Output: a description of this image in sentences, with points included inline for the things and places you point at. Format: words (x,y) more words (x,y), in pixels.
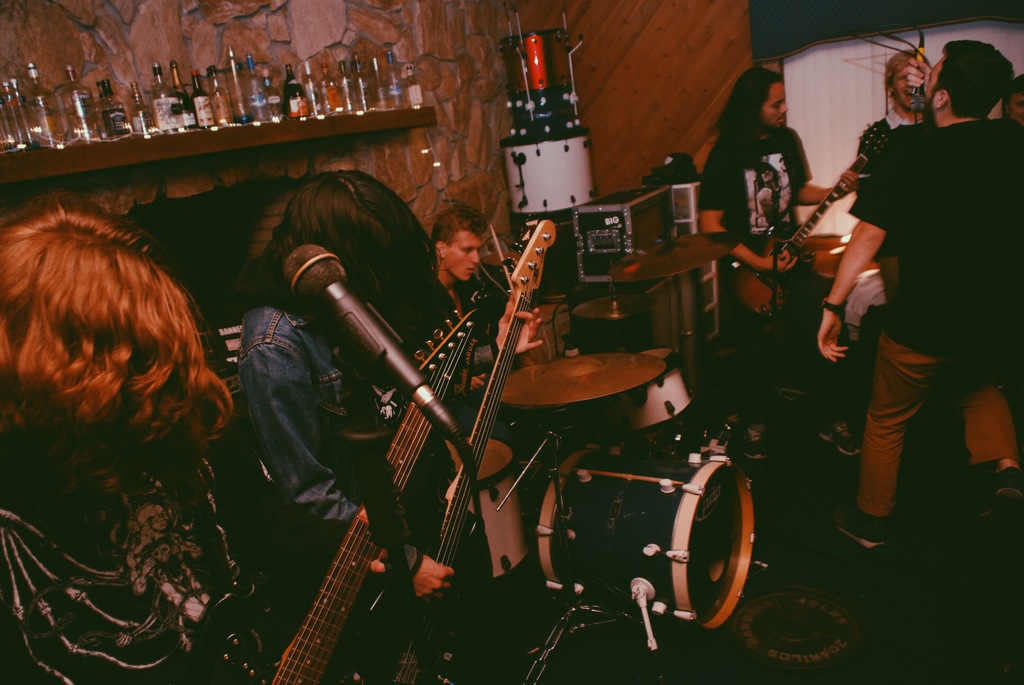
In this image I can see few people (438,588) are playing the guitars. On the bottom of the image (603,579) I can see the drums (572,577). On the top left of the image (132,150) there is a rack (99,146) in which few bottles (227,97) are arranged in an order. In the background (697,80) there is a wall (699,132).
